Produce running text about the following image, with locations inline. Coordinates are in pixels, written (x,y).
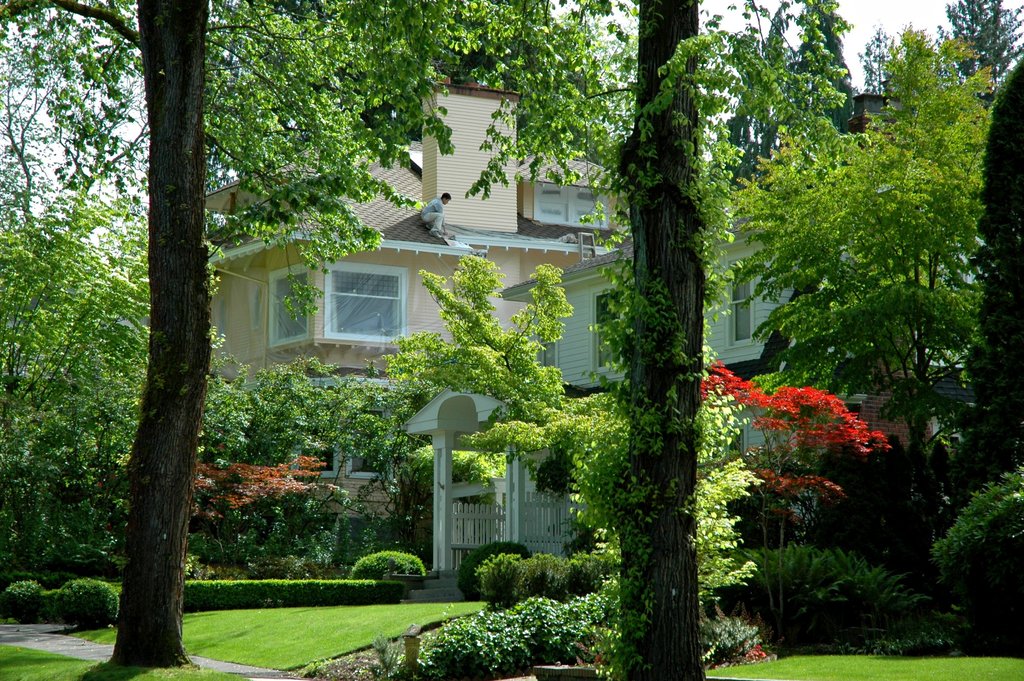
In the center of the image (574,432) there are trees (671,676). In the background of the image (555,232) there is house (497,258). At the bottom of the image (259,610) there is grass (248,649).
